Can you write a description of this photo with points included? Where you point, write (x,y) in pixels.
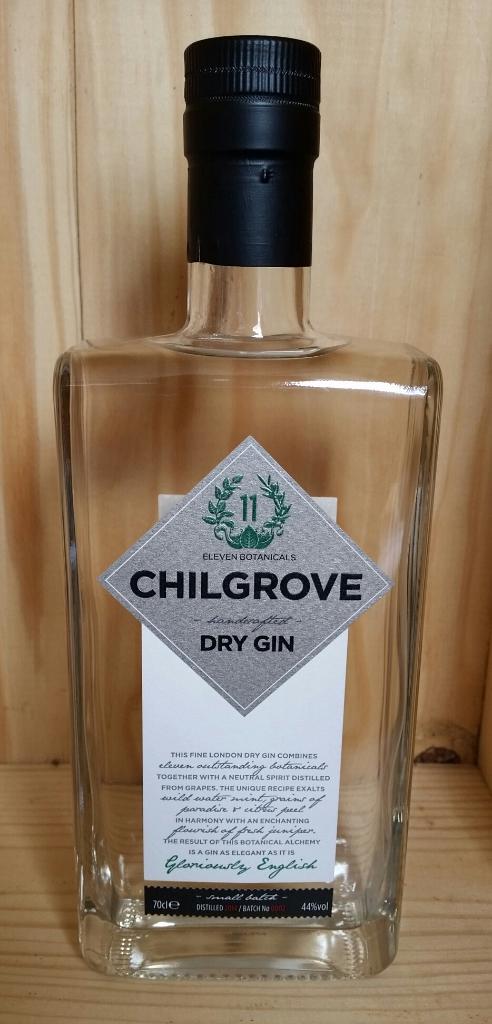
There is a bottle (238,139) on table (61,935).
